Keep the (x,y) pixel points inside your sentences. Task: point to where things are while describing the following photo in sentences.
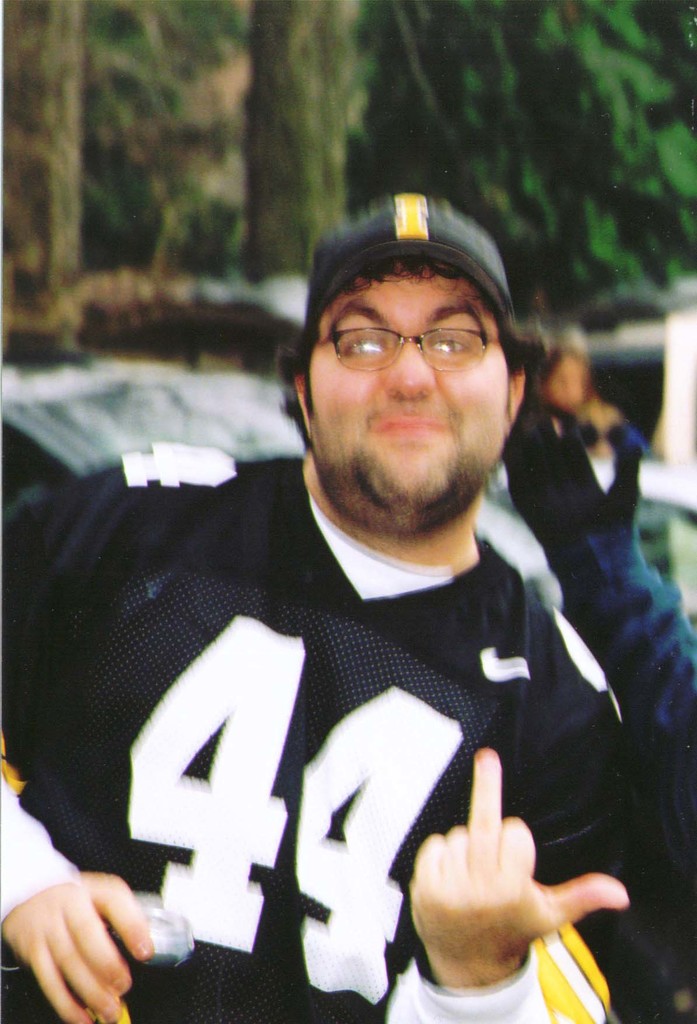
This image consists of a man (329,815) wearing a black T-shirt (431,744) and a black cap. In the background (666,711), there is a person (569,428). And we can see many trees (478,107).
